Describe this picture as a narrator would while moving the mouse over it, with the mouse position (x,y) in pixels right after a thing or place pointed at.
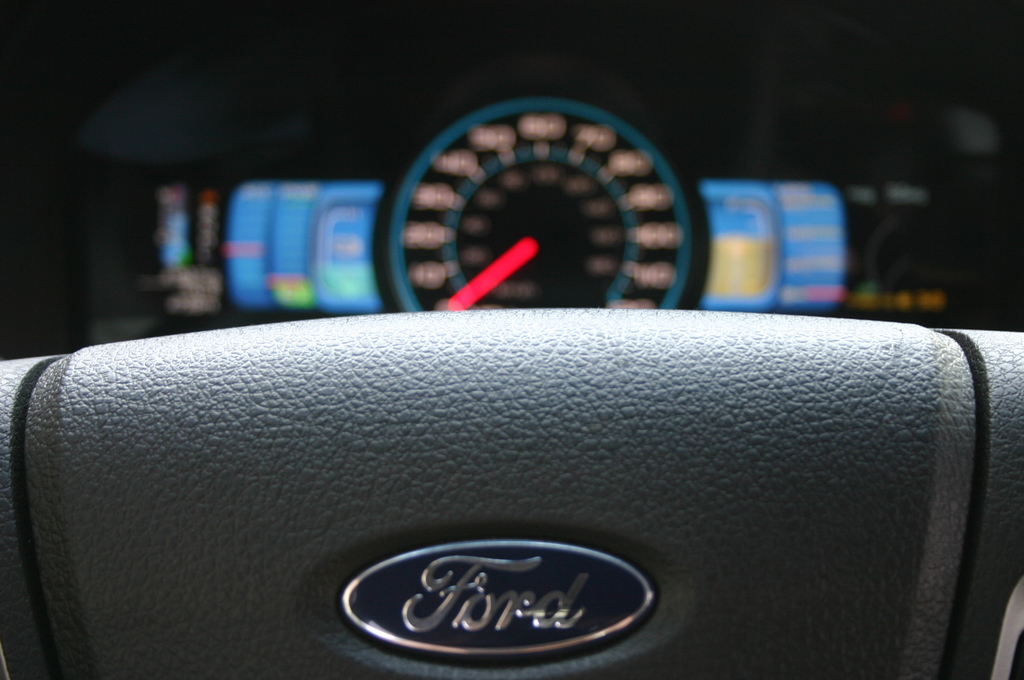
In this picture I can see there is a steering wheel (549,597) and it has a logo (545,611) and there is a speedometer (560,282) in the backdrop (475,303). There is a indicator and lights (332,246) in the speedometer (547,271).
